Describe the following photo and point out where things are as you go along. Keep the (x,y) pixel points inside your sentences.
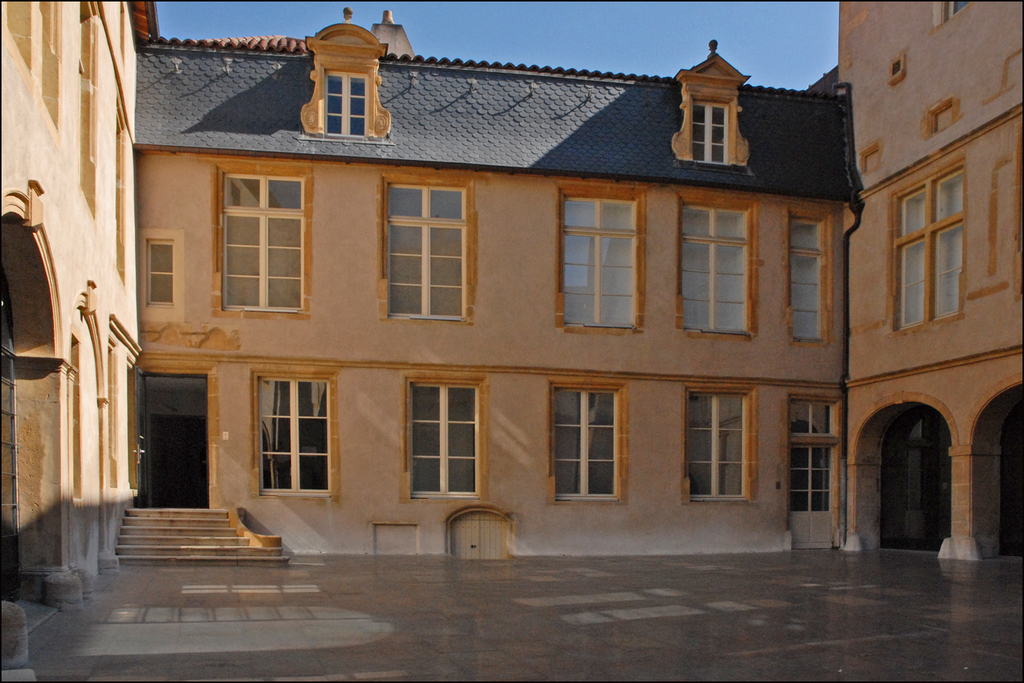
In this image there is the sky (580,22) towards the top of the image (496,32), there is a building (489,353), there are windows (573,460), there is a door (138,430), there are staircase (203,528), at the bottom of the image (482,607) there is the ground (532,627), towards the right of the image (930,345) there is a wall (966,128), towards the left of the image (80,217) there is a wall (77,142).
